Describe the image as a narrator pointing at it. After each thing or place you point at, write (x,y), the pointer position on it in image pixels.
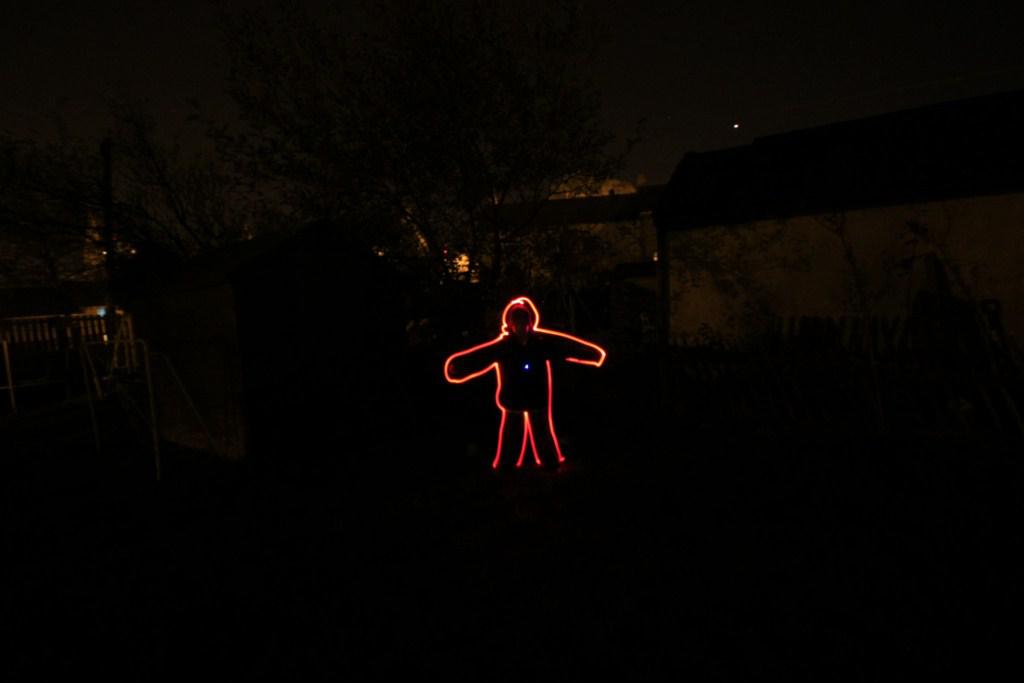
In the middle of the picture (555,444), we see the red glowing man (507,321). In the background (556,402), it is black in color. This picture is clicked in the dark.
